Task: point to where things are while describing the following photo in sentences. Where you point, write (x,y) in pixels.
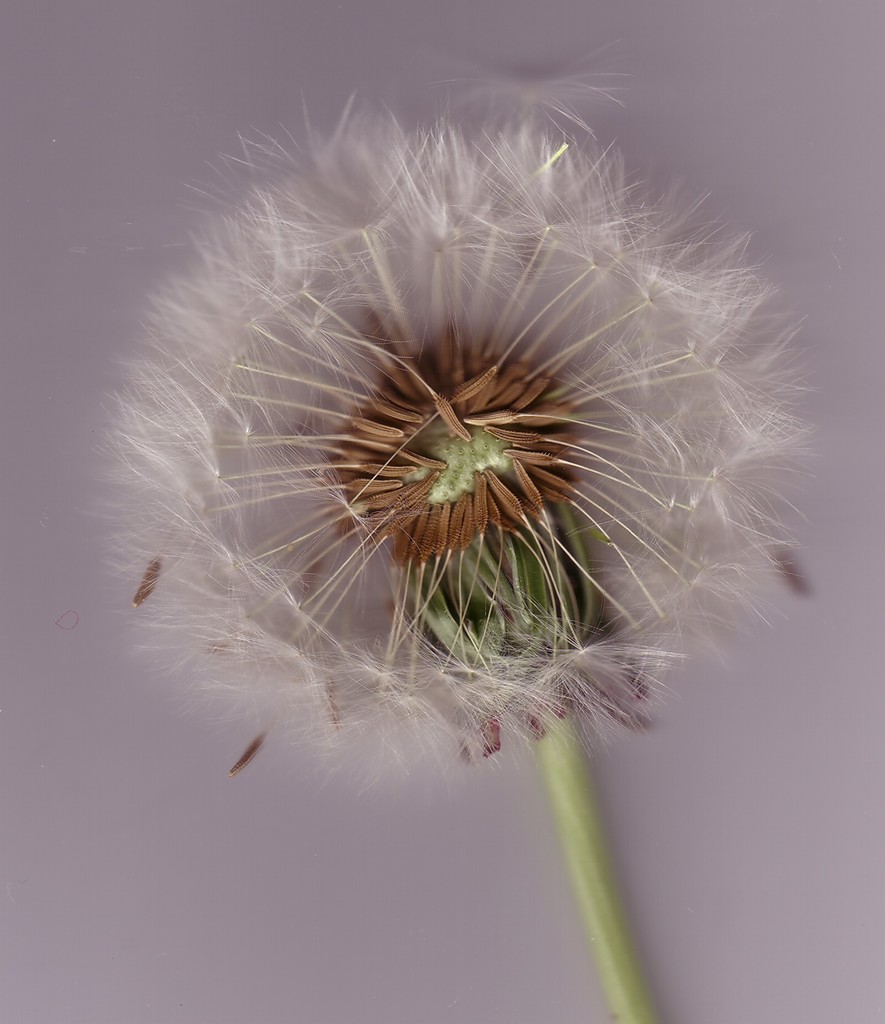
In this image there is a flower (434,560) with seeds (434,560) and a stem (623,1023).
